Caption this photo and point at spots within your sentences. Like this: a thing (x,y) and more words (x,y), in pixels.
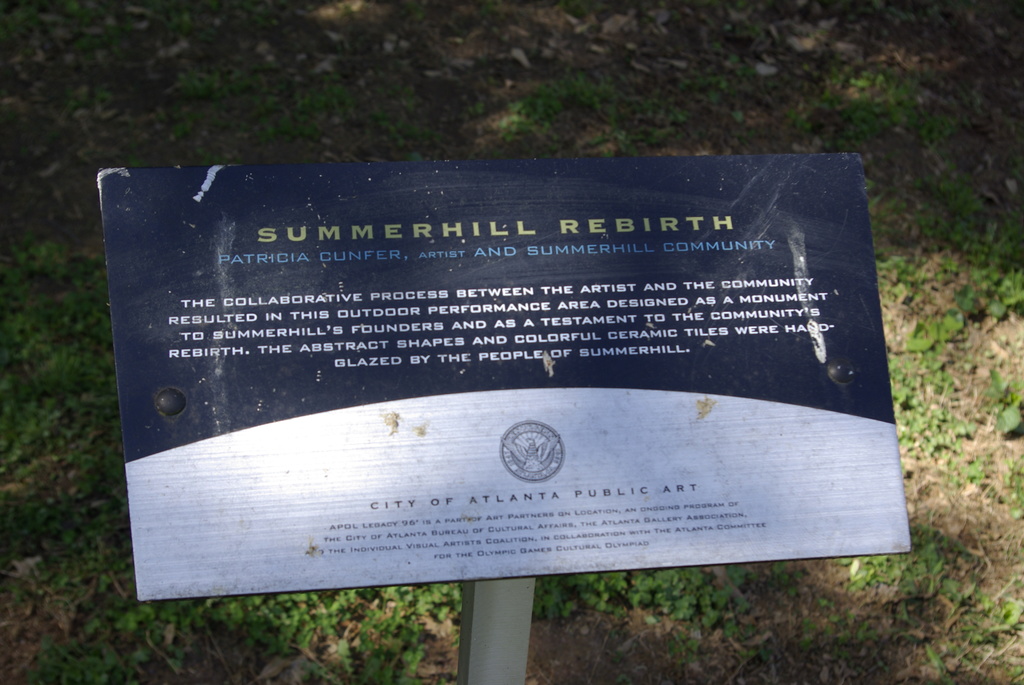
In this picture I can see a board (514,396) with some text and I can see grass (997,650) on the ground (79,141).
